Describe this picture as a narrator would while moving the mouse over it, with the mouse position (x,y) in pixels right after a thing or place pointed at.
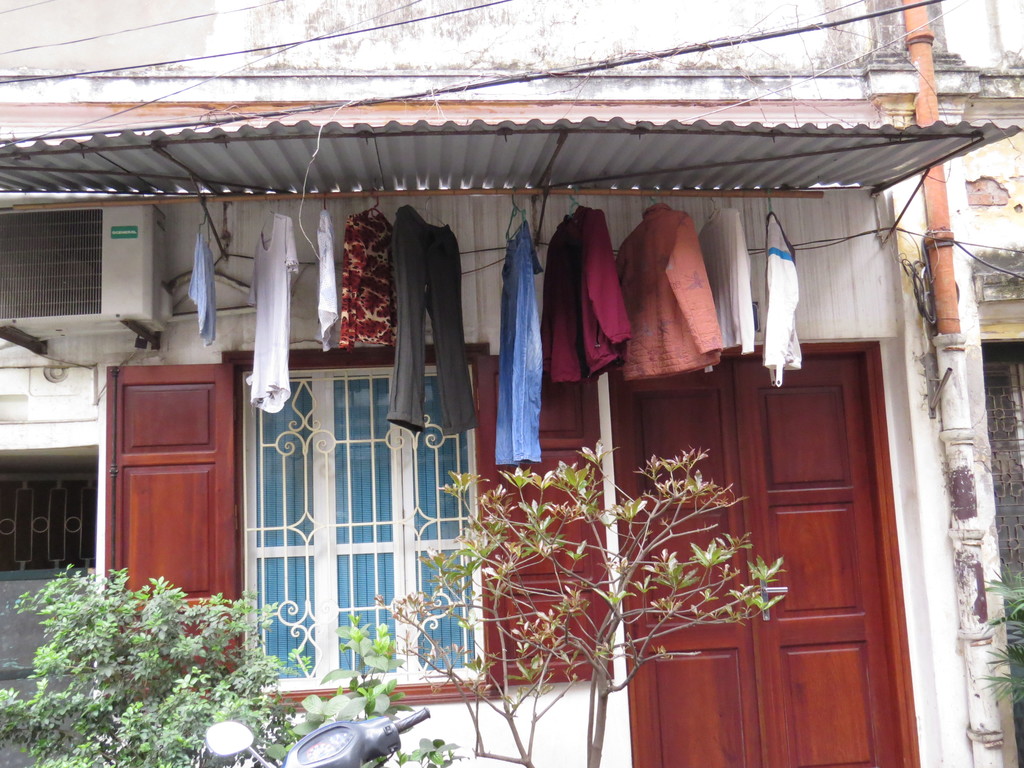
In this given picture, We can see a building (850,284), few clothes (719,216) which are hanging to a wooden stick (760,191) and attached to the shed (854,170) after that, We can see an air conditioner (121,215), three trees (195,677) which include with vehicle (330,732) next, We can see a door (782,496), an electrical wire (509,76).
